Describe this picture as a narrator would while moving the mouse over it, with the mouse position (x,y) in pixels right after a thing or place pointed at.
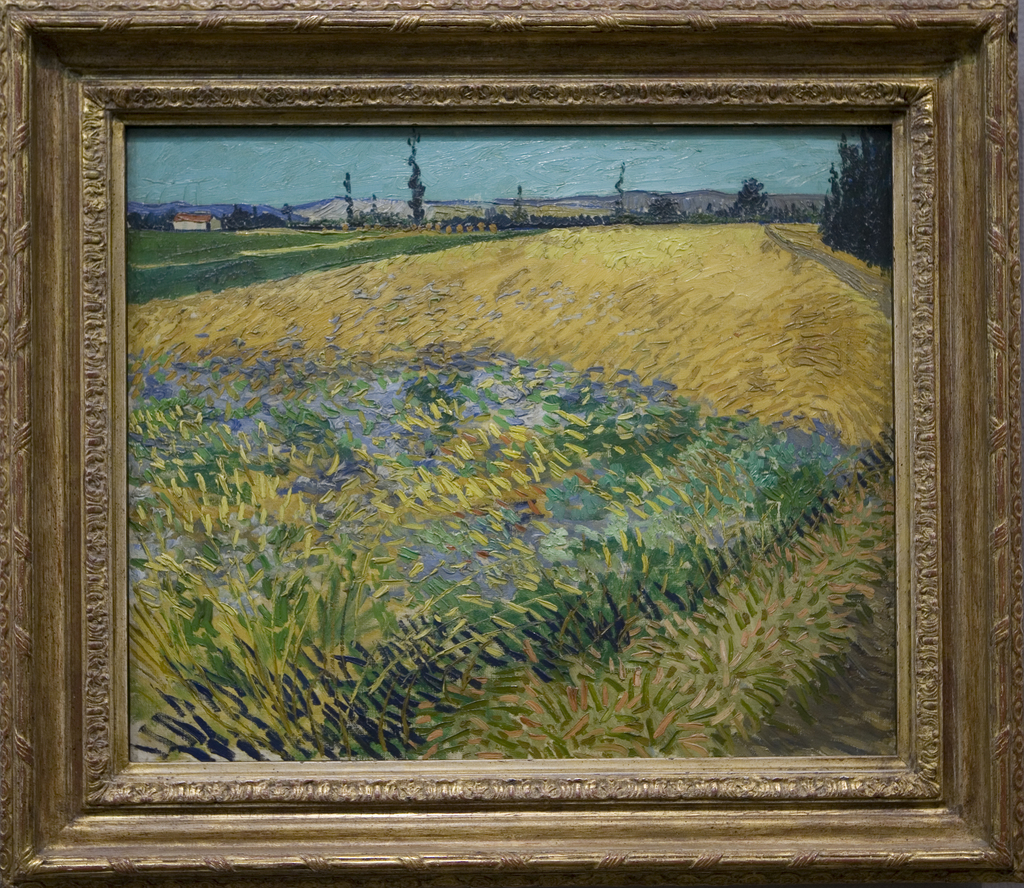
In the image there is a photo frame (243,67) and there is some landscape painting (501,395) in between the frame (41,502).
